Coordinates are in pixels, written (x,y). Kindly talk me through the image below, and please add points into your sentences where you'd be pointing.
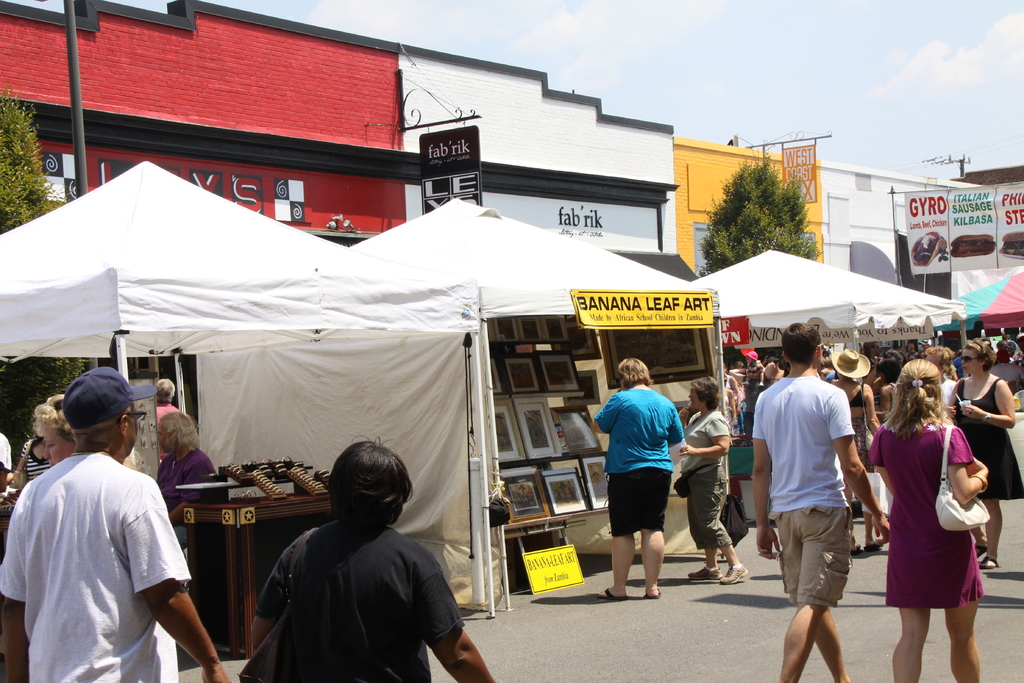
This picture is clicked outside the city. At the bottom of the picture (639,638), we see the road (647,635). On the right side (754,430), we see the people (806,484) are walking on the road (671,583). In the middle (451,327), we see the white tents (253,350) under which the people (164,395) are standing and we see the photo frames (527,517) are placed under the tents (529,302). We see the boards (685,294) in yellow and red color with some text (619,310) written on it. On the right side (897,198), we see a building (983,278) and a banner (929,212) in white color with some text (940,222) written on it. There are trees (1,197), boards (93,180) and the buildings (307,105) in white, red and yellow color in the background (652,146).
